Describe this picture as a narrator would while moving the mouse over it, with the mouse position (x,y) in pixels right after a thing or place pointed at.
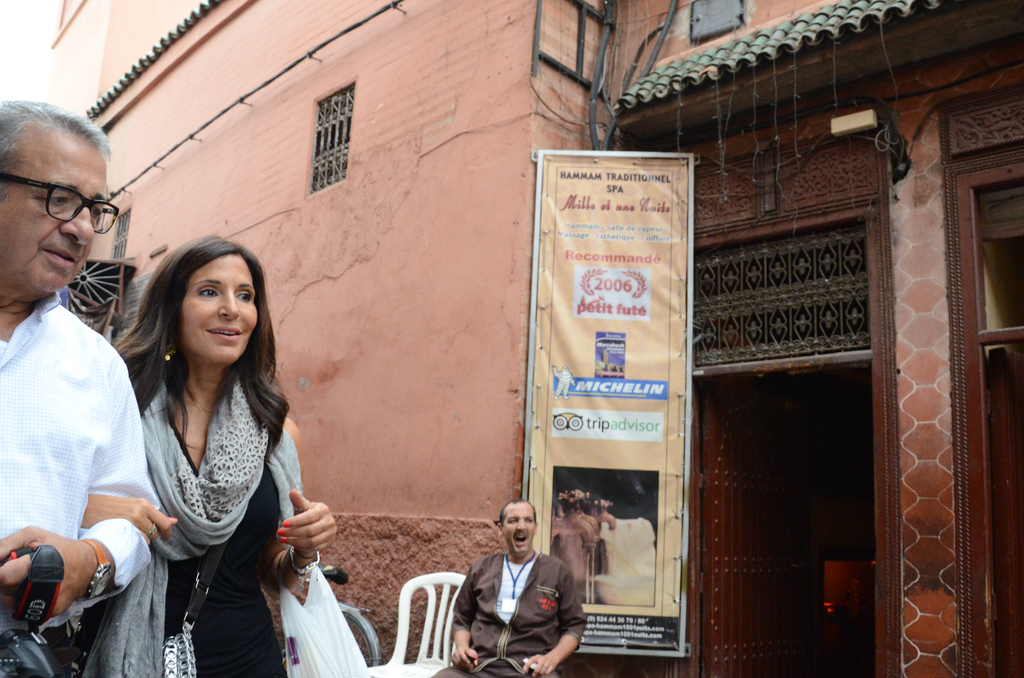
On the left side of the picture (136,497) there are a man (102,458) and woman (242,523). In the center of the picture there is a man (509,605) sitting in chair (453,621), behind him there is a banner (636,409). In the background (362,218) there is a building (242,174) painted red.
